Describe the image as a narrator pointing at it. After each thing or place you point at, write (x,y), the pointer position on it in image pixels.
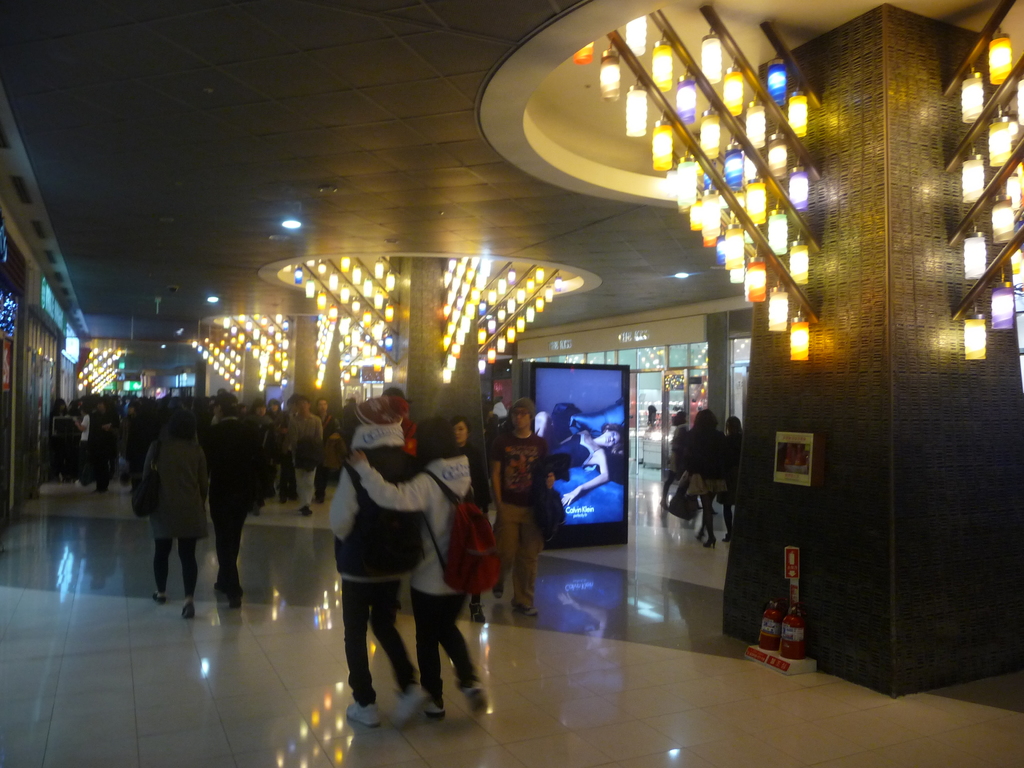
The image is taken in the mall (613,404). At the bottom of the picture (525,535) there are people (519,537) walking down the floor (715,564). At the top (1009,150) there are different colors of lights (512,277) to the pillars (1003,404). In the center of the picture (579,418) there are television screens (571,413). In the background (661,371) there are shops (636,375).
